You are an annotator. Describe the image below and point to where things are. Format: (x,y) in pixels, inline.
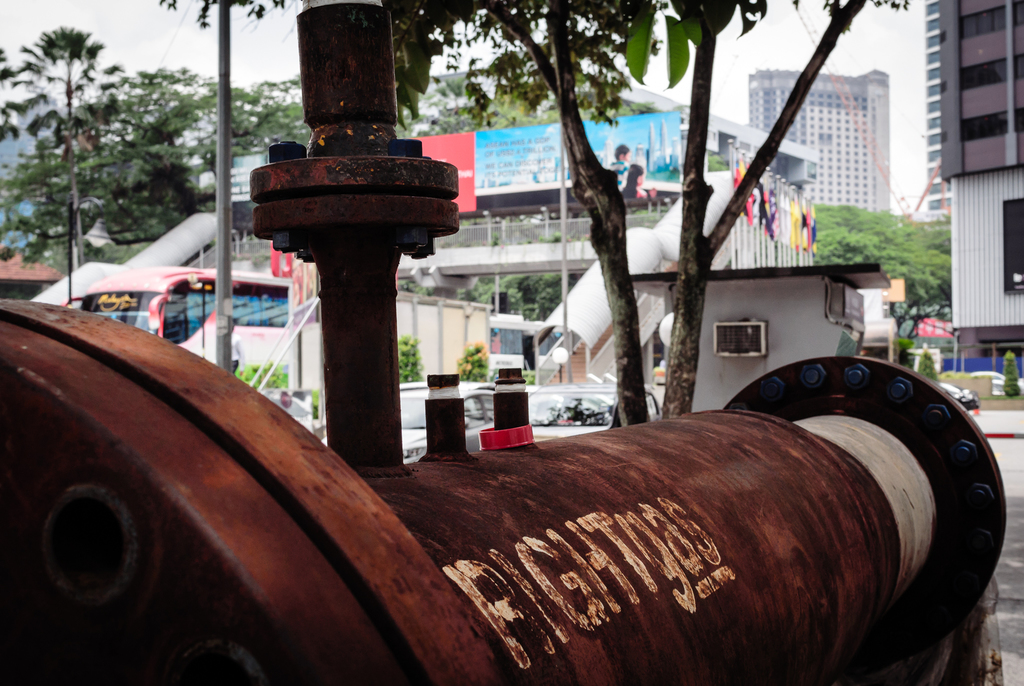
Here in this picture we can see a pipe (557,515) present on the ground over there and in the far we can see number of buildings (867,197) and we can see staircase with a foot over bridge (293,257) present in the middle (537,255) over there and we can see buses (179,319) on the road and we can see plants (272,386) and trees (600,260) here and there and we can see banners (544,178) present over there.
